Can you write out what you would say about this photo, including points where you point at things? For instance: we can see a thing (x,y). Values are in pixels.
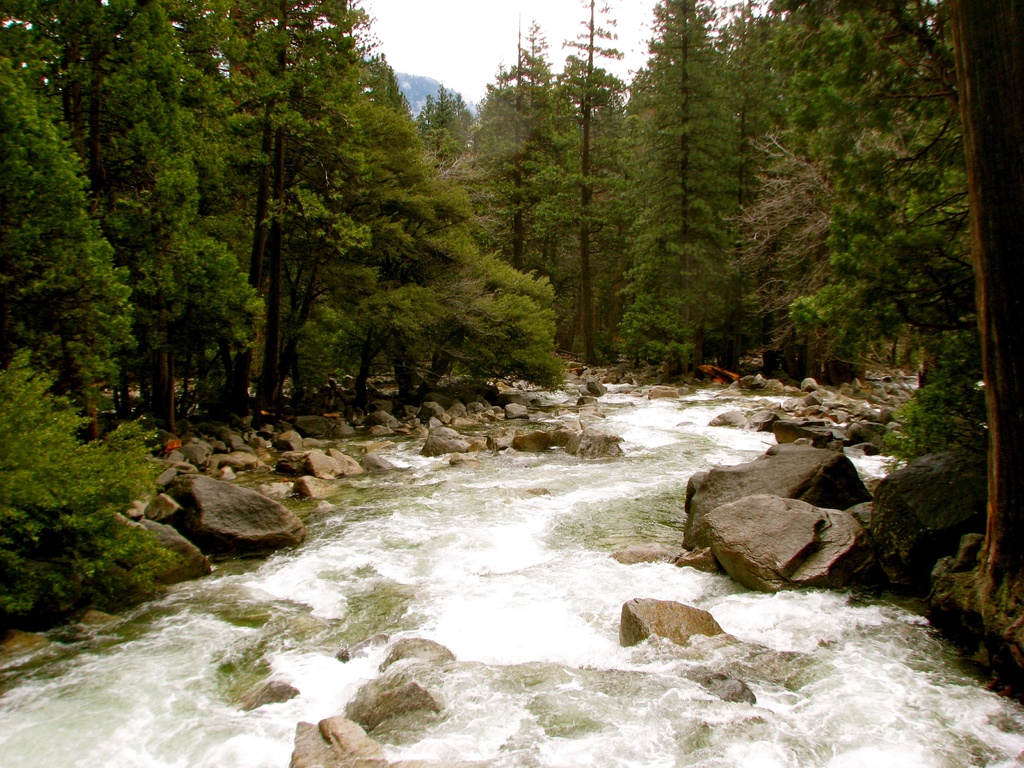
In this image at the bottom (521,664) there is a river (545,589) and on the right side (852,496) and left side (112,563) there are some stones (422,427) rocks (952,513) and trees (701,153), on the top of the image (469,42) there is sky (449,47).
